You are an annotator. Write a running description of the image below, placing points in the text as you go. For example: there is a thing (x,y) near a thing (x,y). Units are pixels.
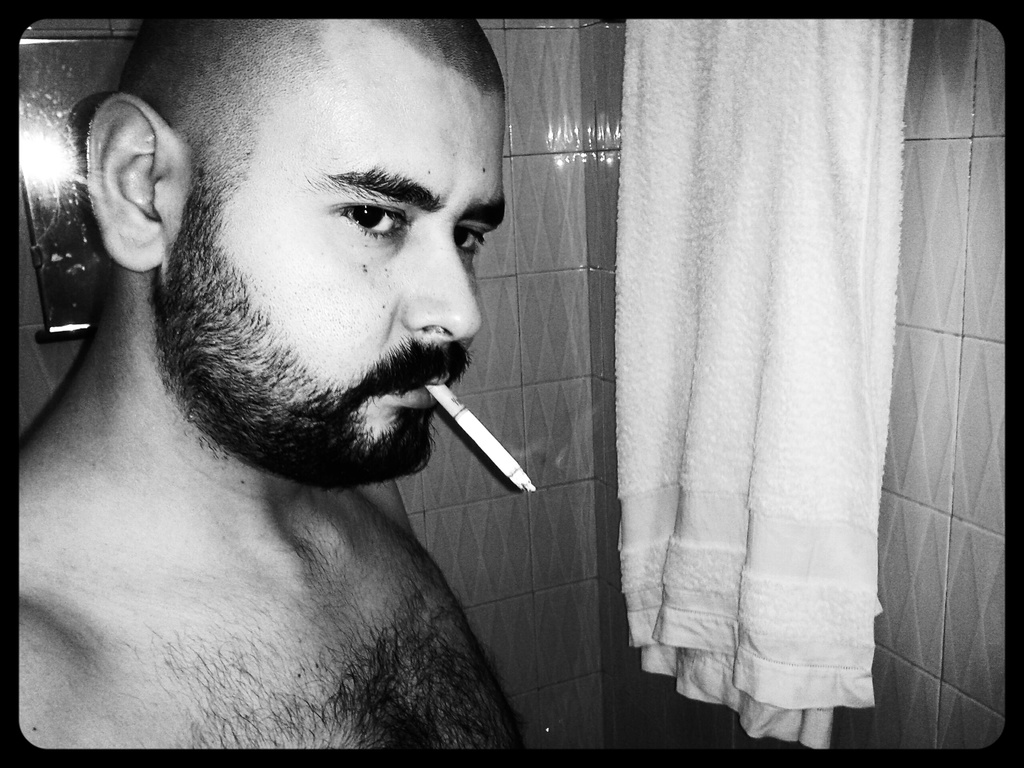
In this picture we can see a man (395,306) and a cigarette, in front of him we can see a towel (737,285) and it is a black and white photography.
